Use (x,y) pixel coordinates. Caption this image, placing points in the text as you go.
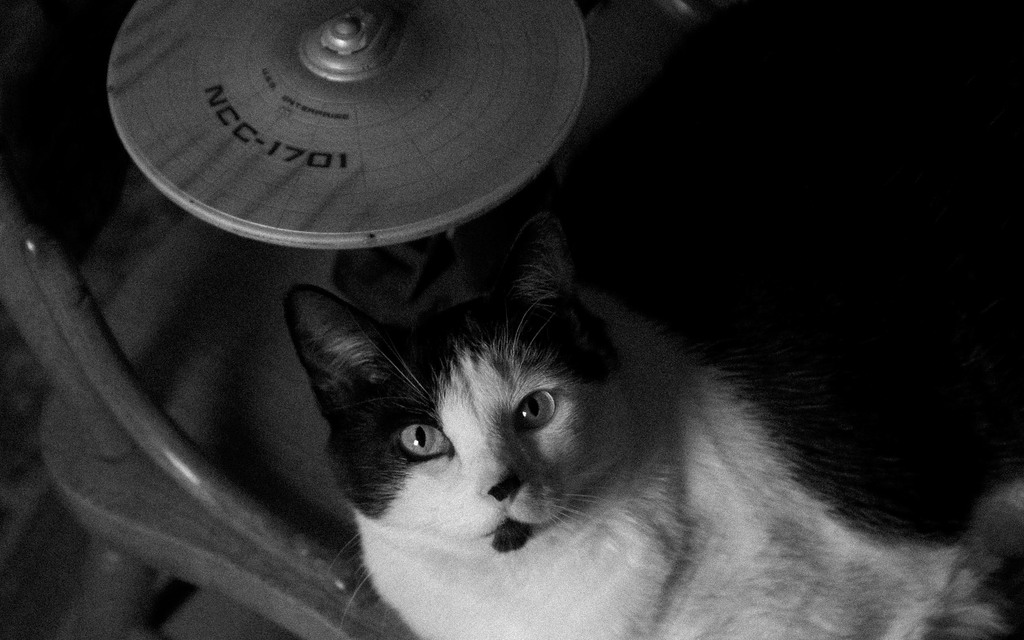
At the bottom of the image (463,490) we can see a cat (584,498). On the left (113,448) there is a chair (252,396). At the top (372,173) we can see a disc (424,69).
